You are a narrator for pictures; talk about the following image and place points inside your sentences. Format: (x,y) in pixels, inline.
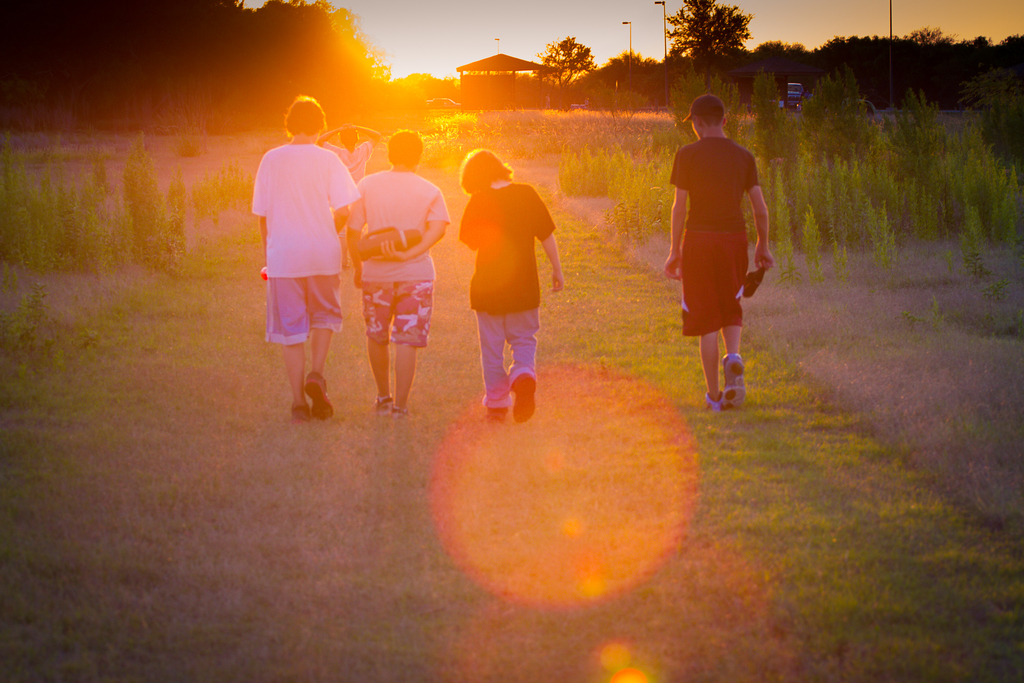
In this image there are so many people (308,216) walking on the grass (954,334), in front of them there is a shed (488,95), trees (200,15) and plants (975,90).
